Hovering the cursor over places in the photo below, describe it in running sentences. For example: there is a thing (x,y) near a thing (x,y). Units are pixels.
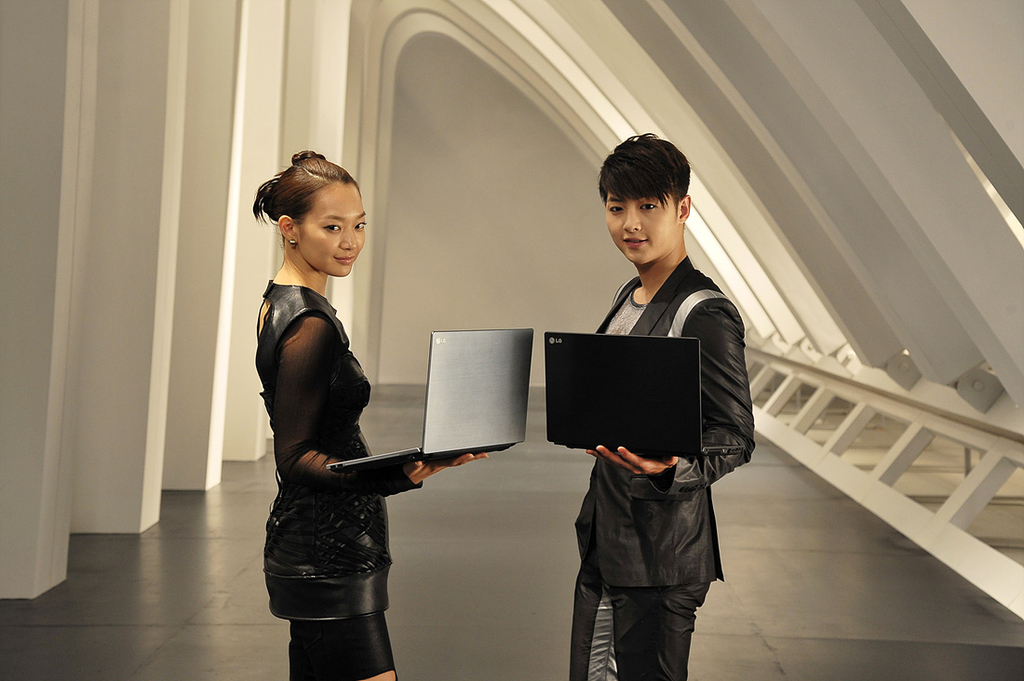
In the foreground (659,147) I can see two persons (750,449) are holding laptops (488,443) in hand (411,477) are standing on the floor (470,565). In the background (509,219) I can see a wall (513,218). This image is taken may be in a hall (839,446).
